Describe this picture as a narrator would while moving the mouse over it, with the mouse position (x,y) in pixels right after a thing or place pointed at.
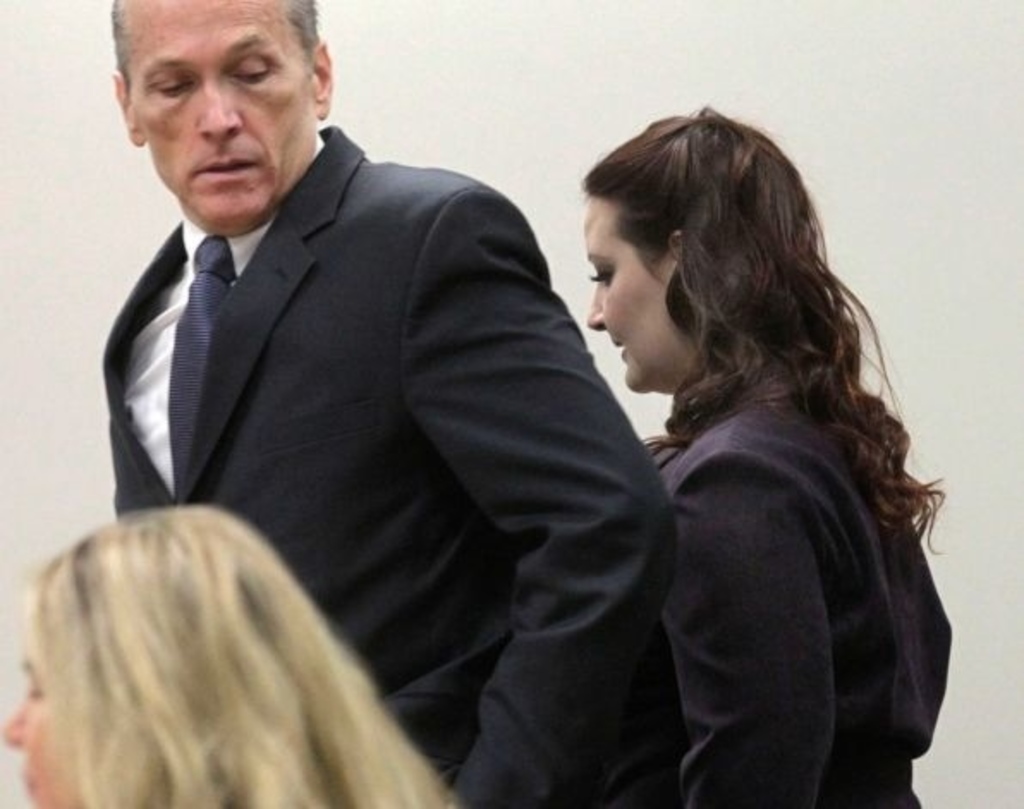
In the center of the image (435,428) there are persons (427,584). In the background (511,65) there is a wall (466,65).
